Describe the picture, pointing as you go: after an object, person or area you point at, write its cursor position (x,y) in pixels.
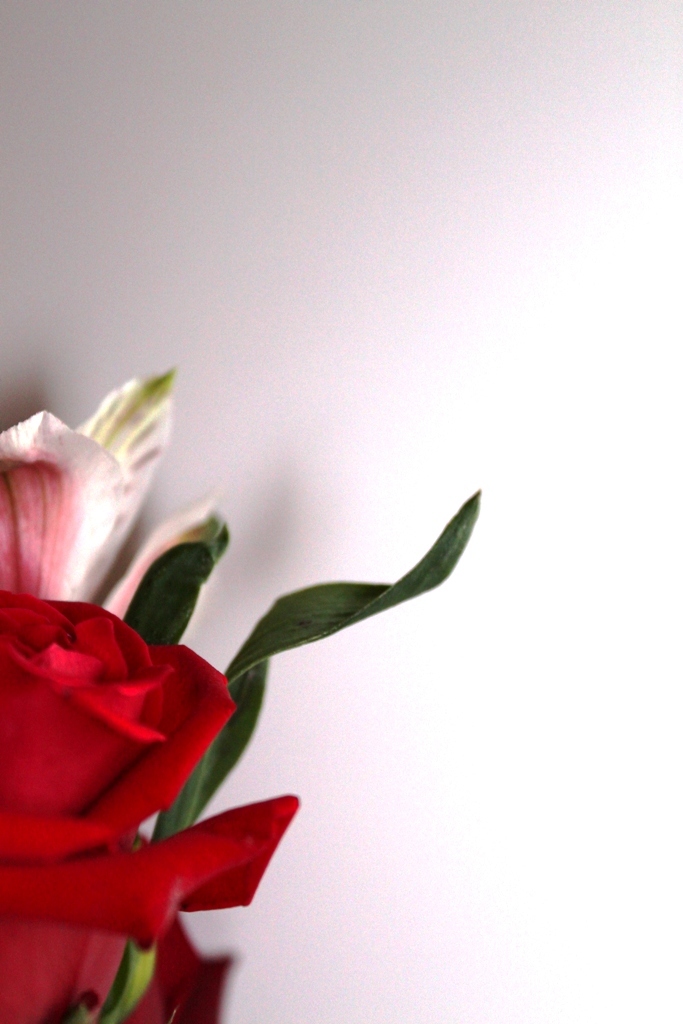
In this image we can see a flower (89,889) and leaves (198,591).
